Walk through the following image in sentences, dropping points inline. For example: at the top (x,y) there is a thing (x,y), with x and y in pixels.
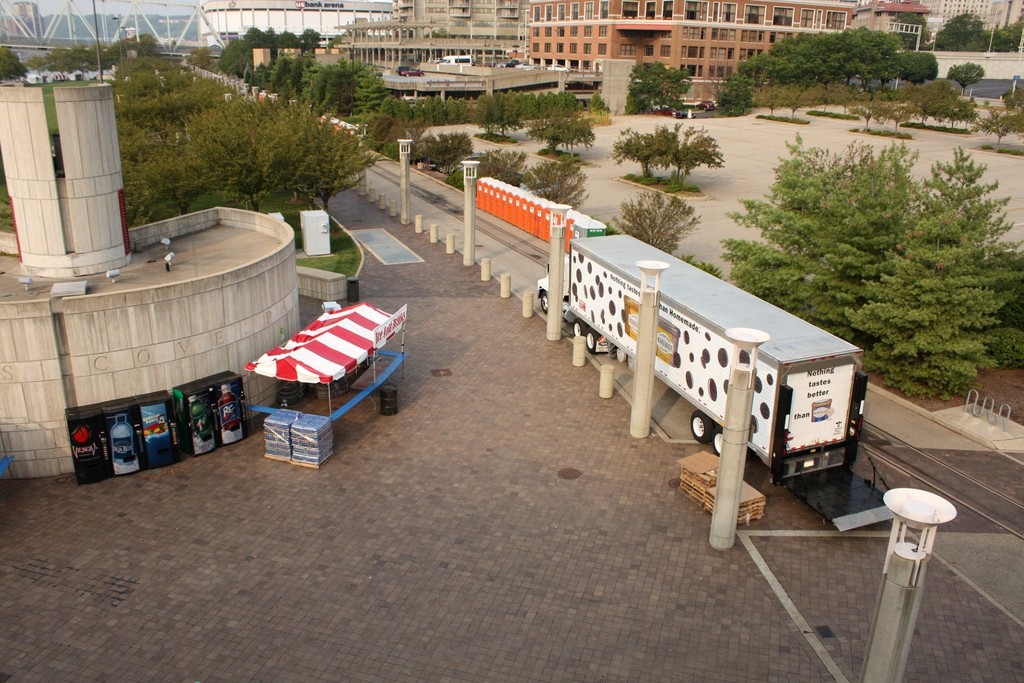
In this image there is a vehicle (675,359) parked on the ground (456,321) and there is a tent (331,356) which is red in colour. There are black colour objects (200,433). In the background (310,143) there are trees (250,121), building (693,55), poles (733,441).
